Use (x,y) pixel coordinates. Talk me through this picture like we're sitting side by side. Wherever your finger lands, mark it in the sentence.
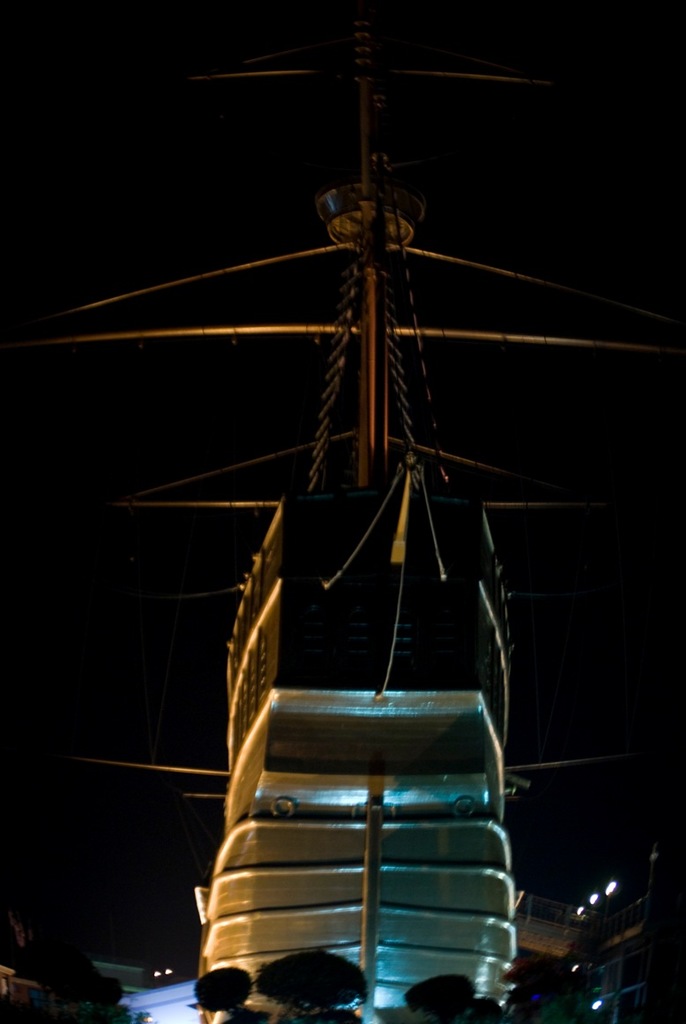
In this image there is a ship (300,609). In the bottom right (614,887) there are light poles (609,896). At the bottom (308,998) there are trees (431,992). The background (67,156) is dark.
